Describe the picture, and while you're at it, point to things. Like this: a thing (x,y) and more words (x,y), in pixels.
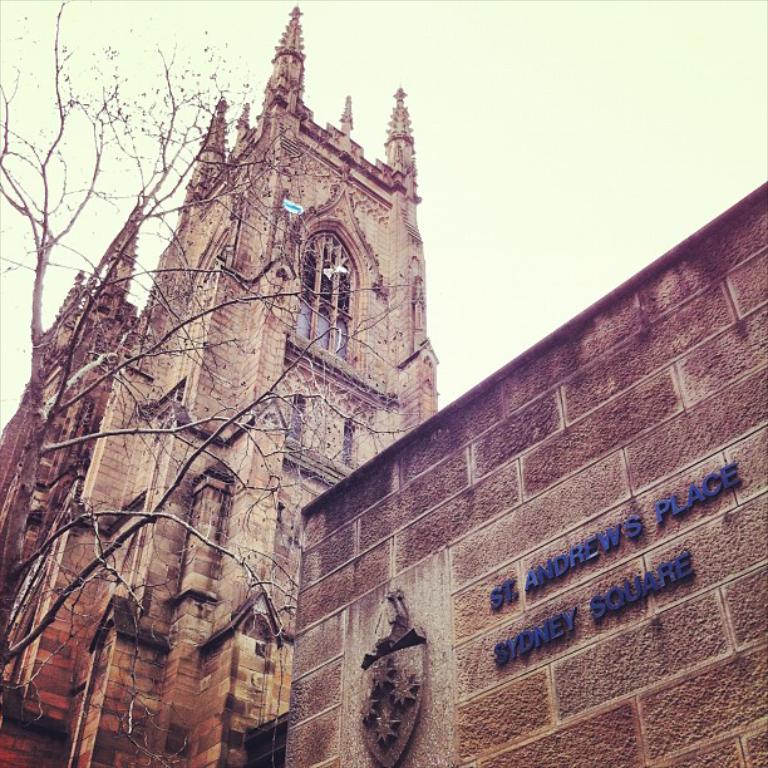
In this image I can see the wall (412,592) and the building (125,296), tree (147,188) and the sky (467,123).
